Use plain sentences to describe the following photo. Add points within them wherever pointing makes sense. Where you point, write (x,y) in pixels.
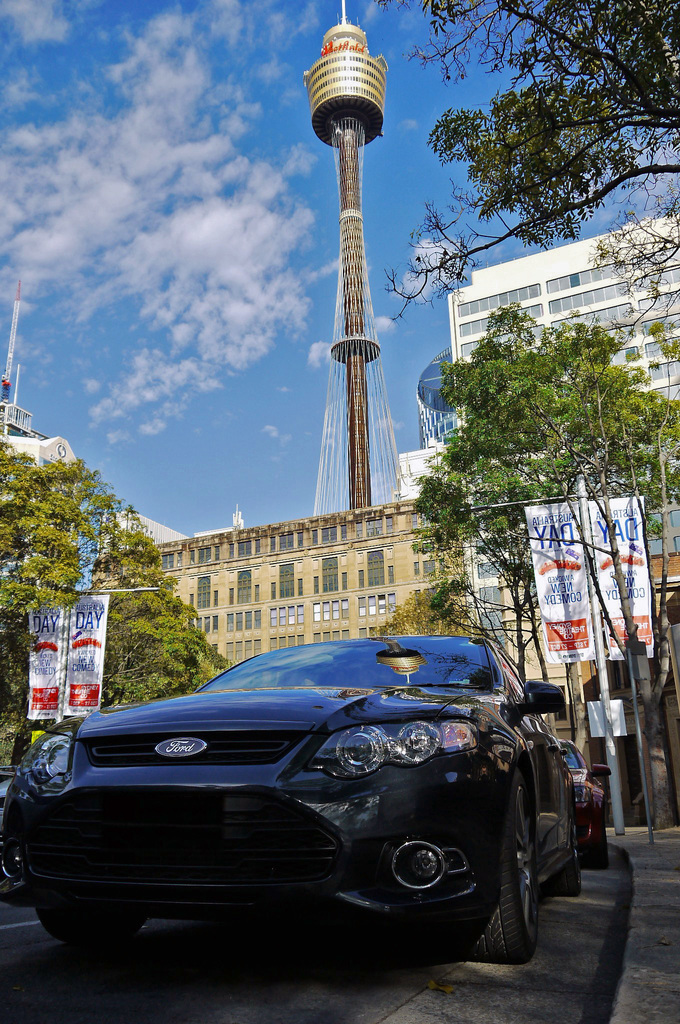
In this image we can see a few vehicles (438,753) on the road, few trees (173,691), few banners (85,629) attached to the poles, few buildings (360,584), few towers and some clouds (188,129) in the sky (115,191).
